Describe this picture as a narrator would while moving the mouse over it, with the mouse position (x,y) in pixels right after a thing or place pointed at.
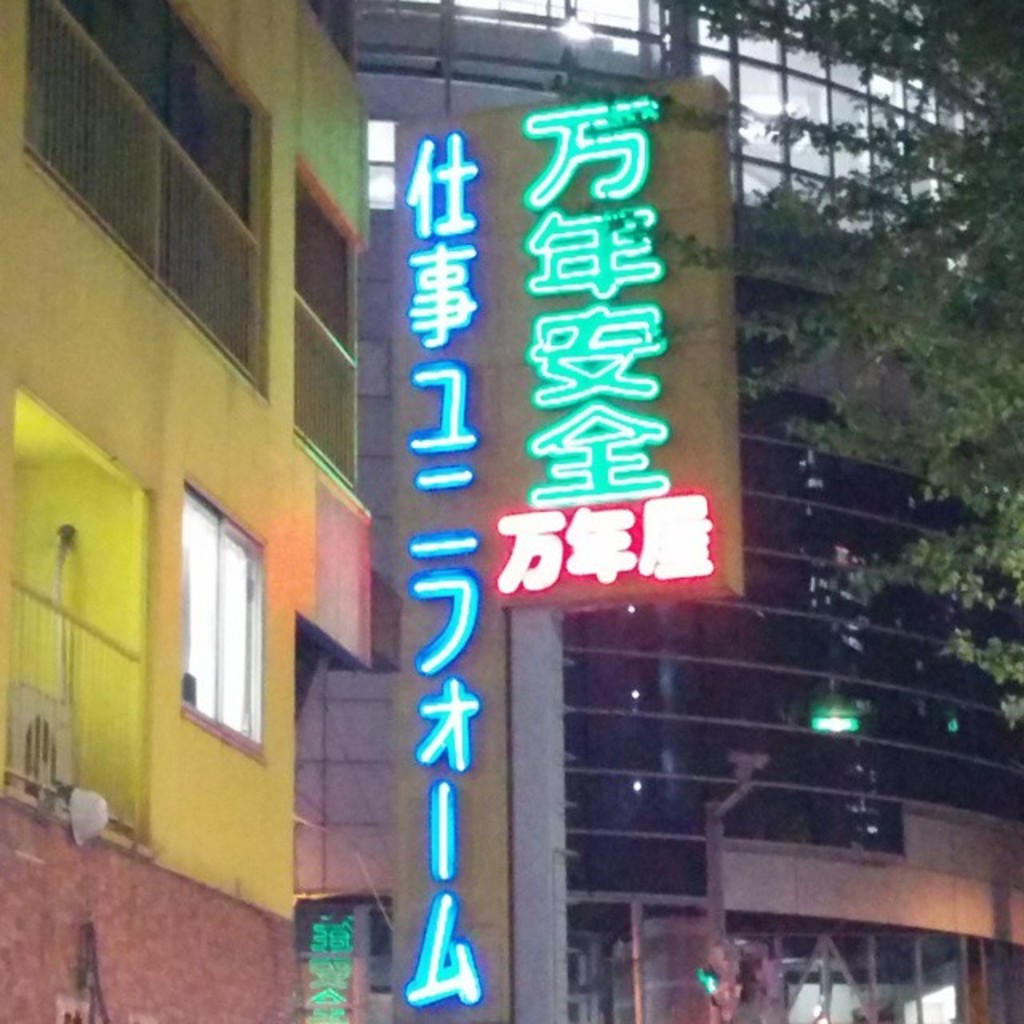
To the left side of the image (133,425) there is a yellow building (196,237) with walls (206,392), balcony (33,676), glass windows (205,649) and brick wall (123,915) to the bottom (126,933). In the middle of the image (444,517) there is a board (494,532) with name (538,267) and lightings (439,927). Behind the board (509,122) there is a building (696,610) with glasses (603,814) and to the right bottom of the image (859,940) there are glass doors (897,931). To the right corner of the image (964,273) there is a tree (967,373).
